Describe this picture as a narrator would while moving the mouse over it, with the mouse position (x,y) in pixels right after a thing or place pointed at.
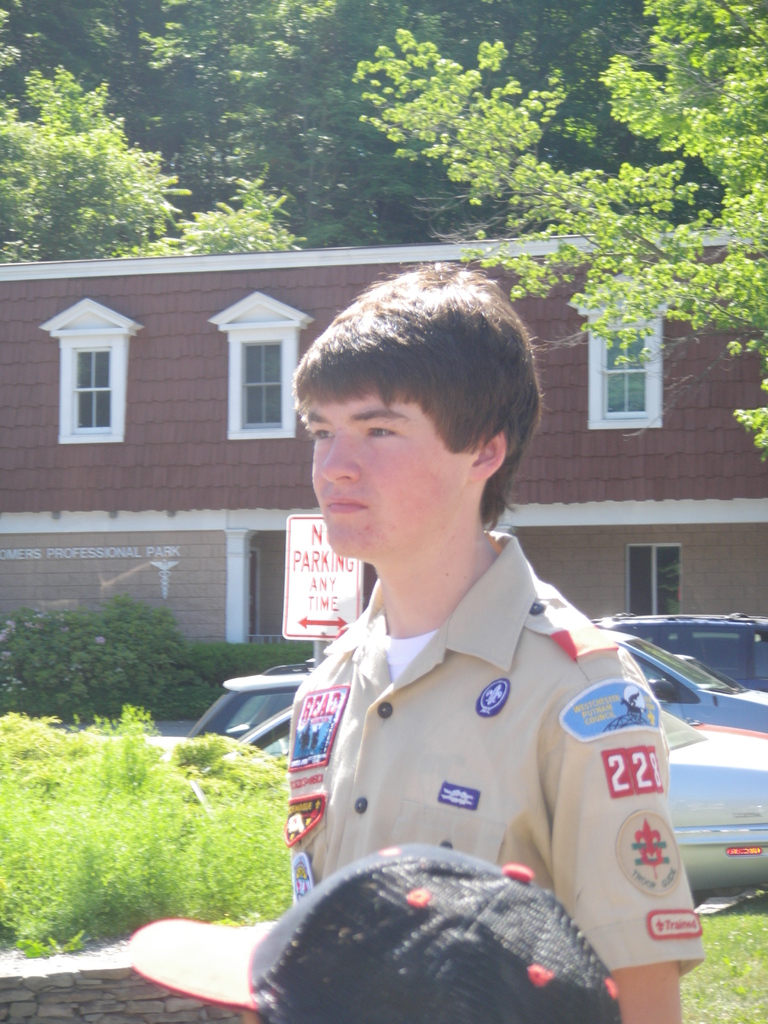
In this picture there is a man (477,770), beside him we can see a cap (217,955). We can see plants (152,870), grass (712,968), trees (743,286), board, building (747,485), vehicles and trees (623,143).
